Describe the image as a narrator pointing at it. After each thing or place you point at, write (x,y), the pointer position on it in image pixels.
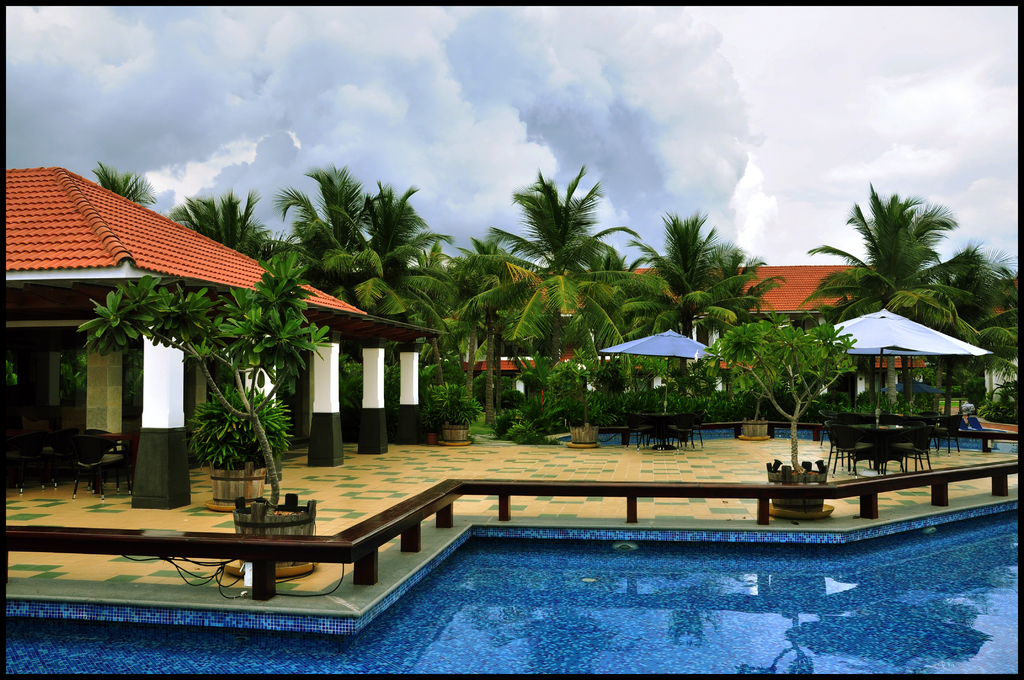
In the foreground of the picture (995,576) there are plants (756,369), tables (876,455), chairs (41,460) and water body (916,616). In the center of the picture (556,377) there are plants (756,390), trees (582,336), building (369,376), tents (673,354), table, chair (696,414) and other objects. Sky (388,101) is cloudy.
